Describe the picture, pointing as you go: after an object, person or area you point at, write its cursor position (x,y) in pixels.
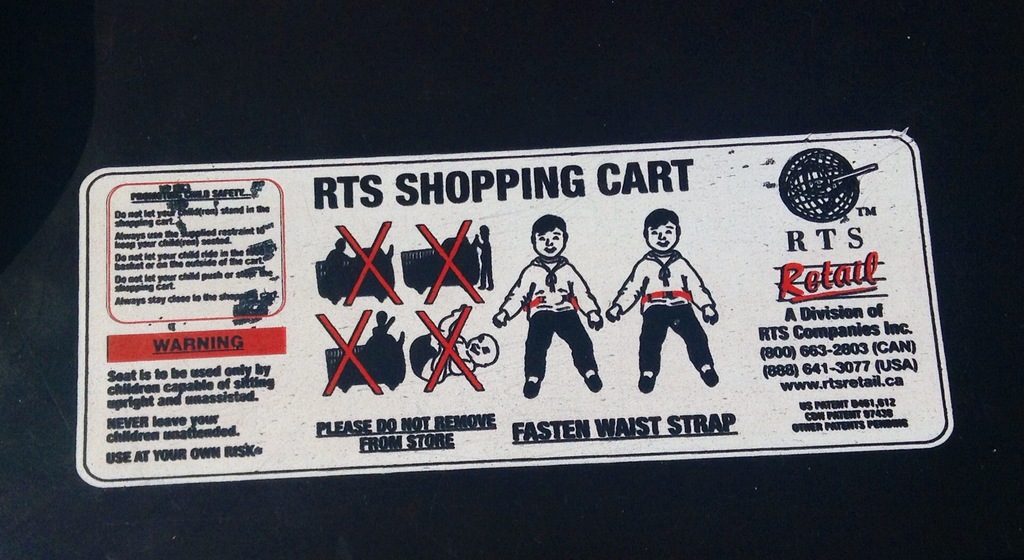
In this image there is a sticker (517,292). In the sticker (520,273) we can see that there are two pictures (618,294) of the boys (627,302), Beside them there are caution symbols (484,287). On the left side (196,236) there is some script (186,304). On the right side (831,219) there is a logo (819,199) under which there is some other script (832,353).
